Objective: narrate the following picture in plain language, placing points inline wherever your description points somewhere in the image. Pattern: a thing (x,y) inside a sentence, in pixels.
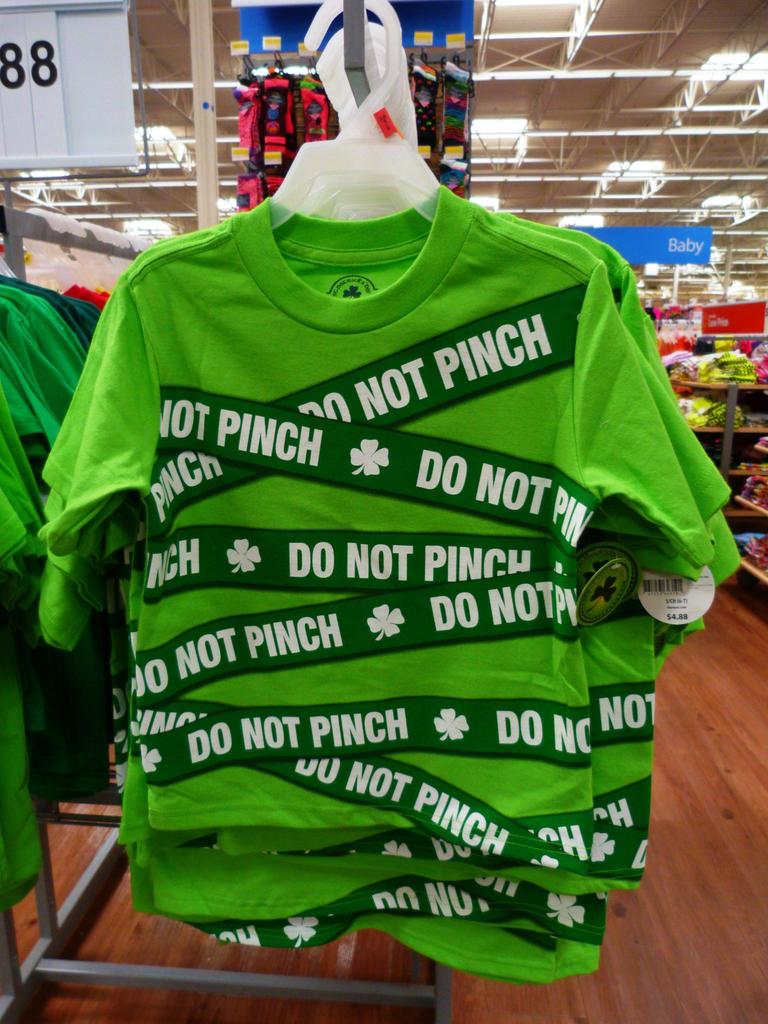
In this image I can see a t shirt (437,423) which is green in color is on hanger (397,105) which is hanged to the metal rod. I can see few other clothes (626,728) and the brown colored floor (656,788). In the background (686,374) I can see few racks (759,406), few objects (664,344) on the racks (745,405), the ceiling (678,121) and few lights (612,136) to the ceiling (536,188).
